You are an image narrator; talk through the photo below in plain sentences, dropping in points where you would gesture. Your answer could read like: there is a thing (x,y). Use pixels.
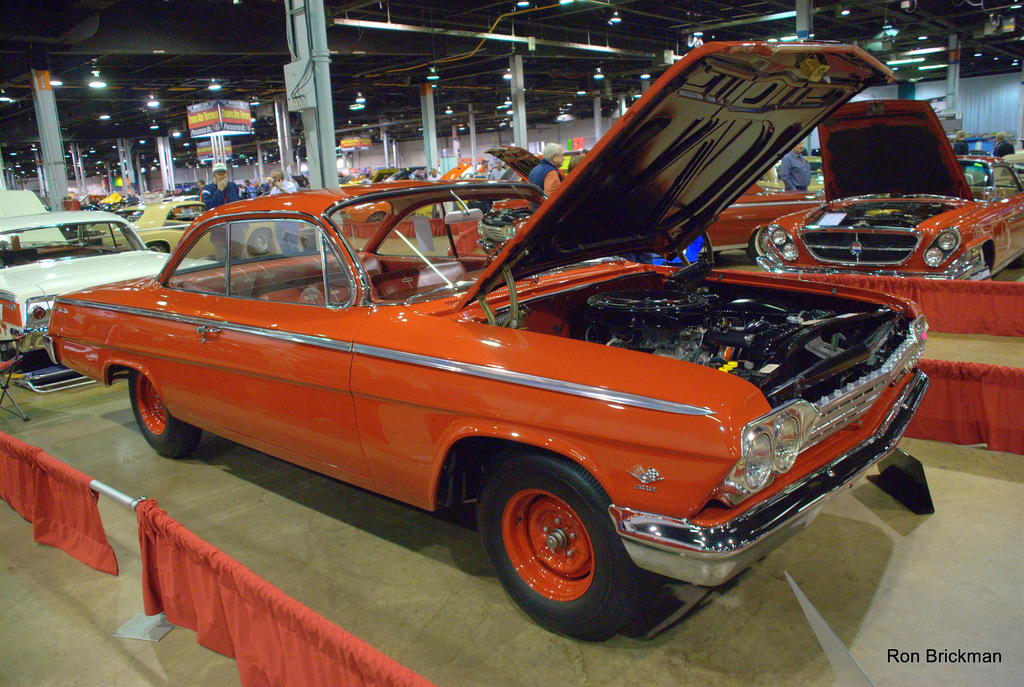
In this image, there are a few vehicles (649,315) and people (274,175). We can see some pillars (318,13) and lights (93,73). We can see the ground (66,432) with objects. We can also see a chair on the left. We can see the shed (461,65) at the top (465,96). We can also see some text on the bottom right corner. We can see some poles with red colored cloth (221,582).
